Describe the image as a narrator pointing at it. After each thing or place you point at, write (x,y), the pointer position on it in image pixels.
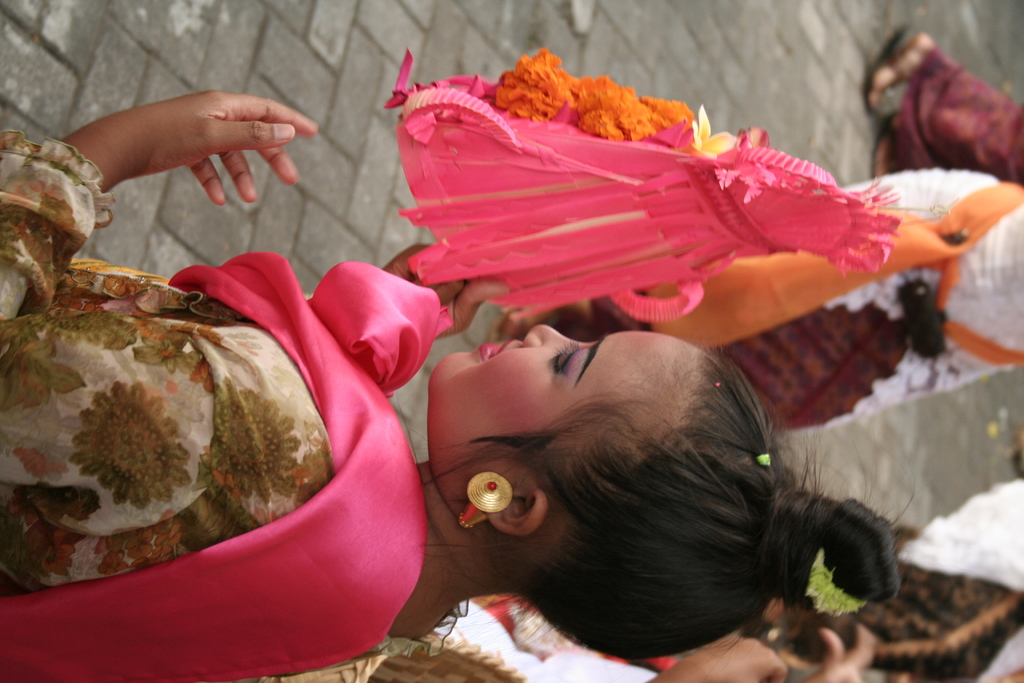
Front this woman (371,511) is holding an object (542,168). Background (955,241) we can see people (970,312).
